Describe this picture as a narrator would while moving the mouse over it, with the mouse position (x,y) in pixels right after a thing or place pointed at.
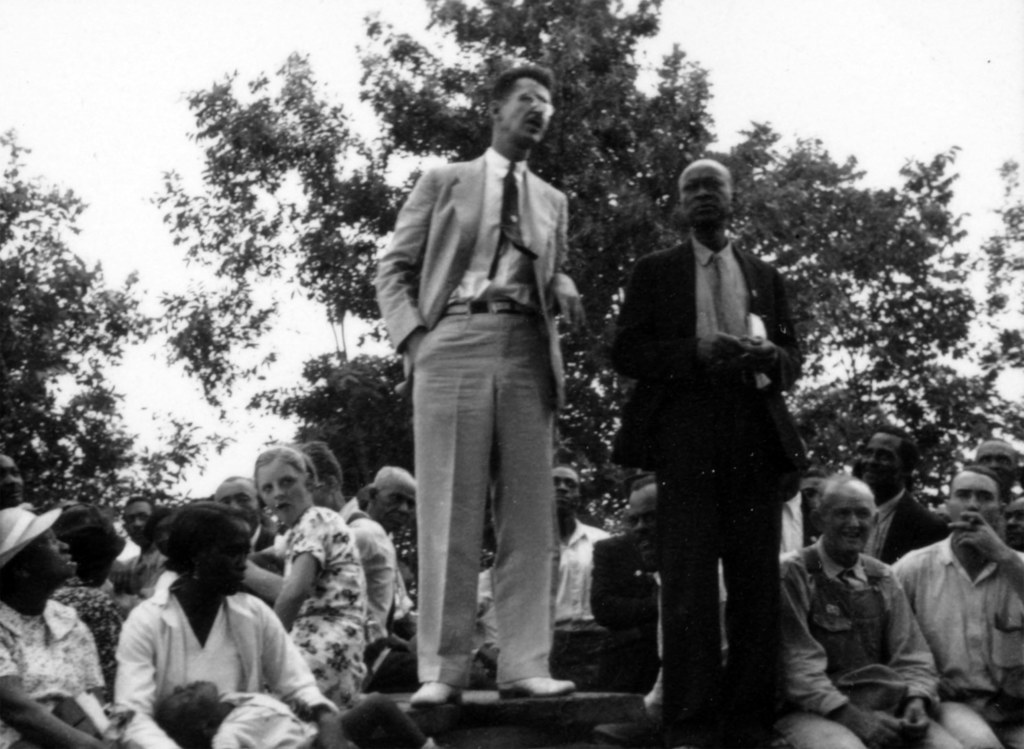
This is a black and white image. In this image there are two persons (706,526) standing. And some are sitting. In the background (824,290) there are trees (604,75) and sky (842,28).
